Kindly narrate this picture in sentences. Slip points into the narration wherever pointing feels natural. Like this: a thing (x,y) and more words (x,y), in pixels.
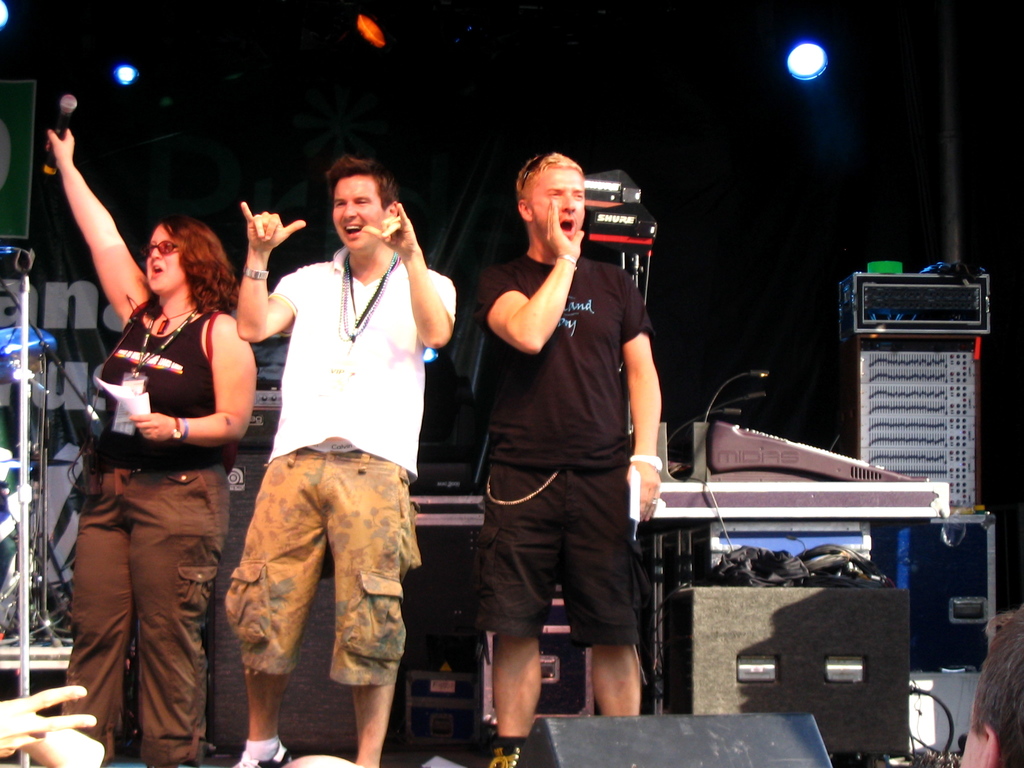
In this image there are three people (579,562) standing, and they are screaming and one person (159,415) is holding a mike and some papers (136,403). And at the bottom (61,697) there are some persons (1014,670), and there is some object (752,749) at the bottom (718,734). And in the background (761,492) there are some music systems (625,202), wires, poles (24,607), mikes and some other objects (907,607). At the top (3,84) there are some lights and there is one board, on the board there is some text (86,285).
